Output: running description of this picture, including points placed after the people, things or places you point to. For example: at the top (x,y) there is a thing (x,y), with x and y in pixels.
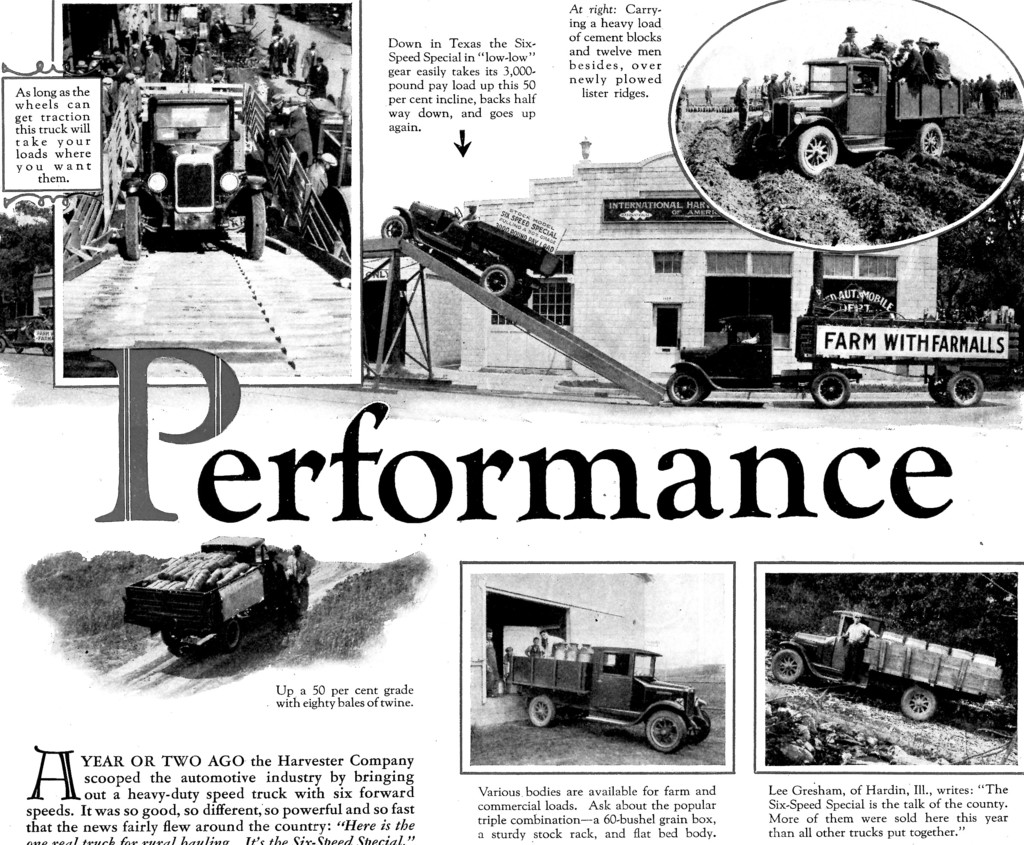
In this image I can see the paper (498,623). In the paper (498,623) I can see the vehicles (236,174), few people (861,649) and the text (254,839). I can also see the name performance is written on it. And this is a black and white image.
